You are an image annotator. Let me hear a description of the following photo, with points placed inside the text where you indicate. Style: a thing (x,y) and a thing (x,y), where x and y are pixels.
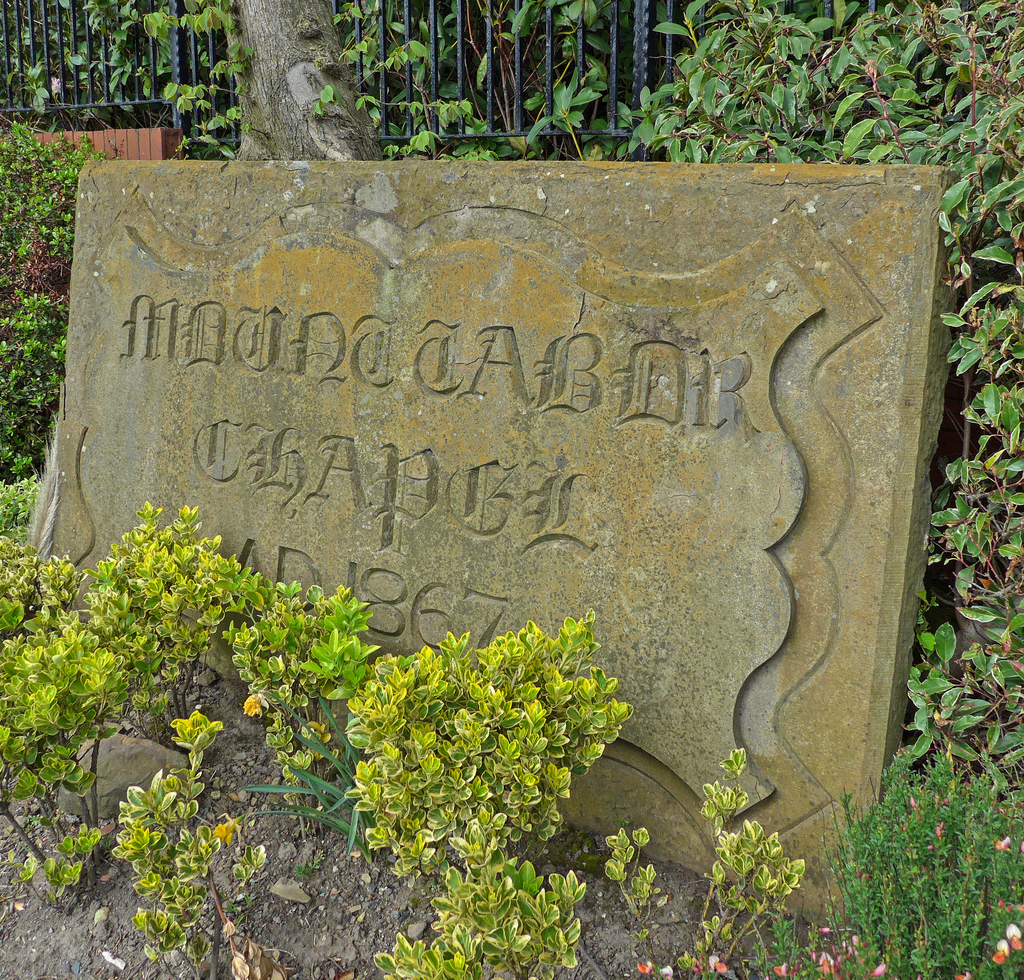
This is a stone board (649,534) and there are plants (0,161). There is a fence (613,126).
